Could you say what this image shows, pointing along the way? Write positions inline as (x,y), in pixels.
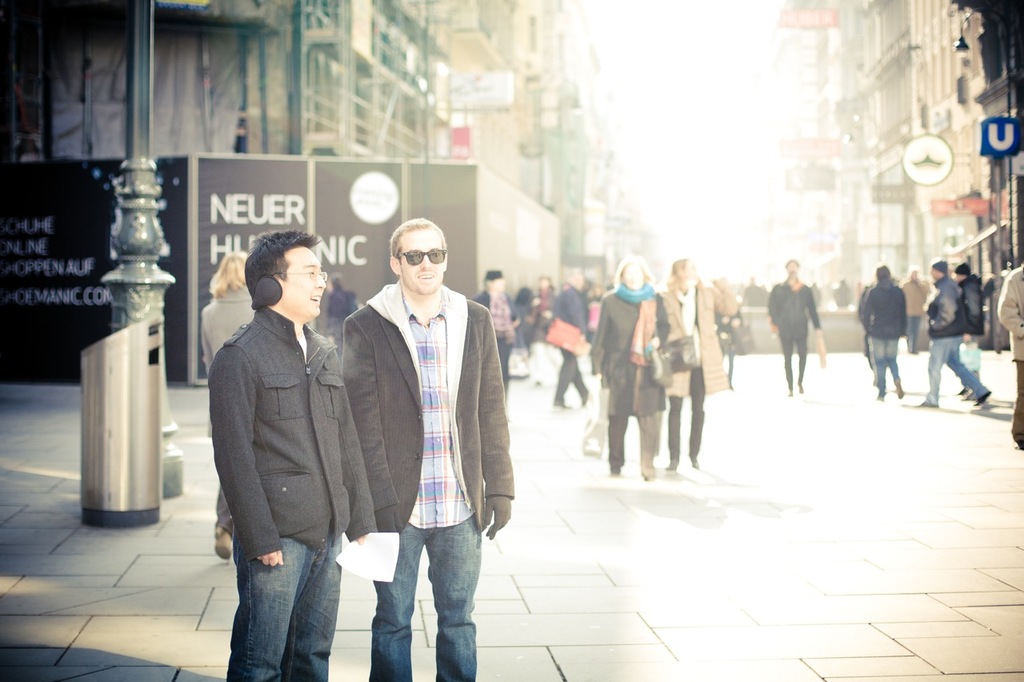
In this image there are a few people (617,303) standing and walking on the road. On the left (312,128) and right side of the image (820,131) there are buildings (307,101), there is a pole (132,285), beside the pole (126,269) there is a dustbin (126,405), there is a banner (170,369) with some text (254,222) and there are a few boards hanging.
